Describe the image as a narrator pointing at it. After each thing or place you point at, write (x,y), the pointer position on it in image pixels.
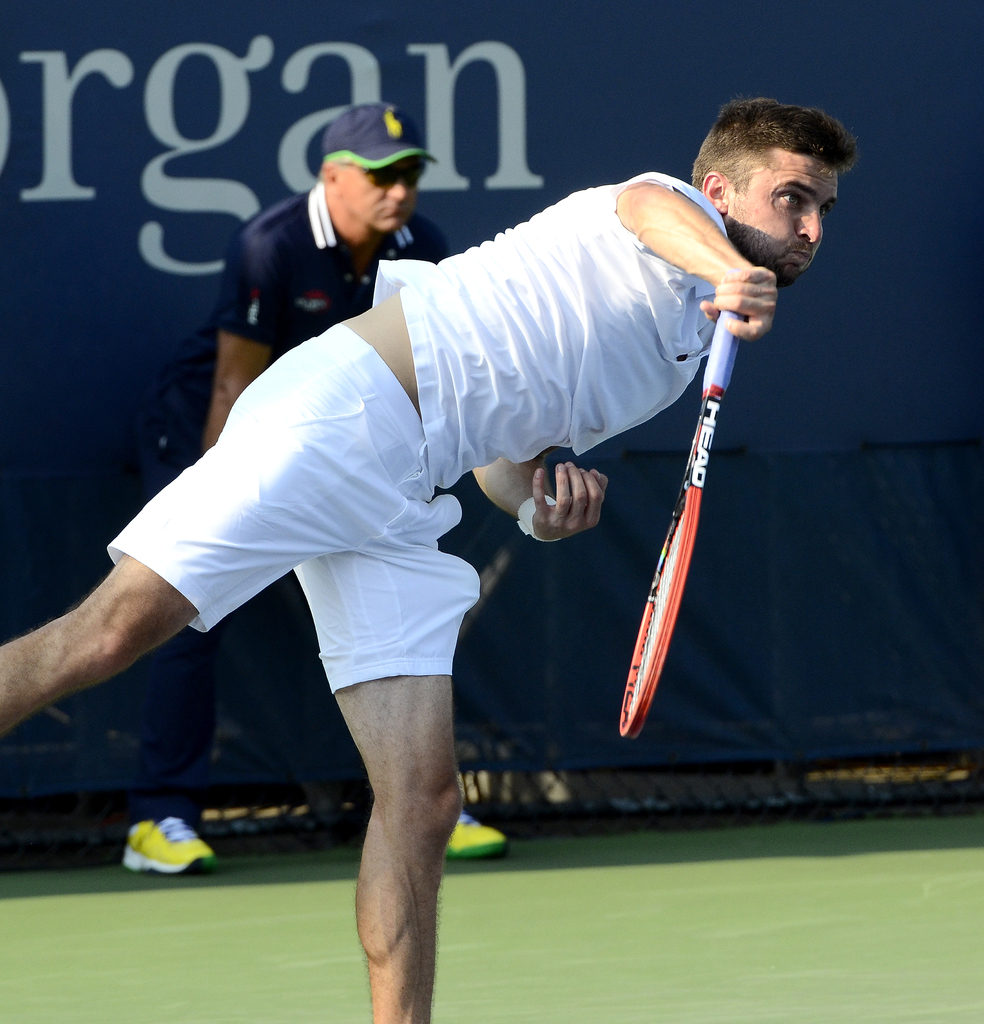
In this image we can see this person (392,317) wearing white dress (697,348) is holding a racket (627,693) in his hands (756,334) and standing in the court (824,905). In the background (732,440), we can see this person (380,142) is standing near the blue color board (579,159).
